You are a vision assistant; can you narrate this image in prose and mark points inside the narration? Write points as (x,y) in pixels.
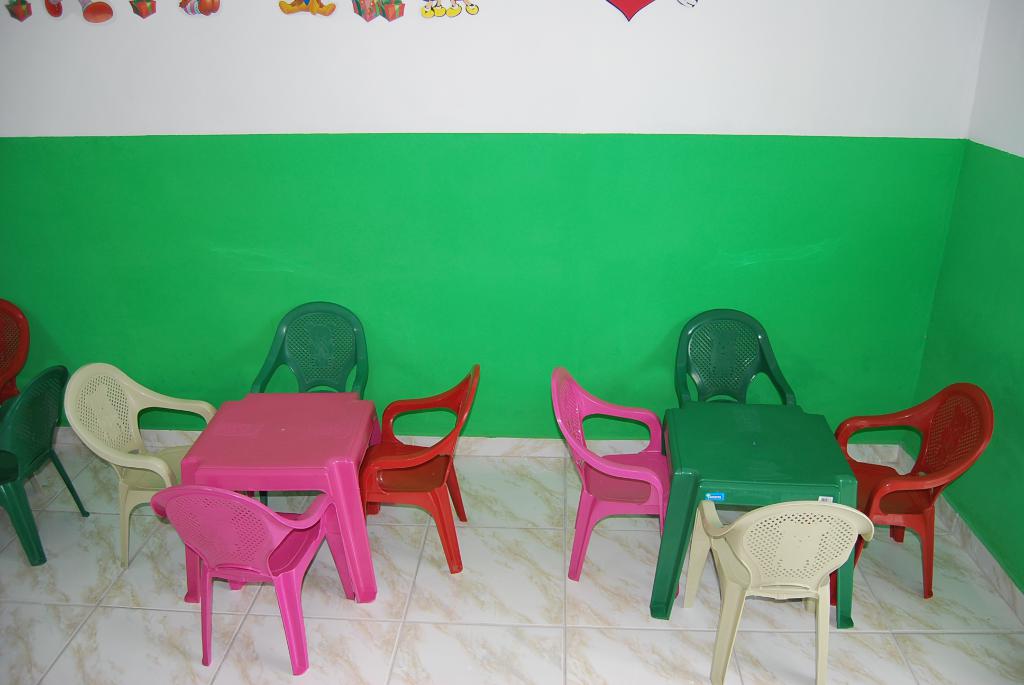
In this image I can see few chairs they are in multi color. Background (558,243) I can see the wall (214,240) in green and white color.
